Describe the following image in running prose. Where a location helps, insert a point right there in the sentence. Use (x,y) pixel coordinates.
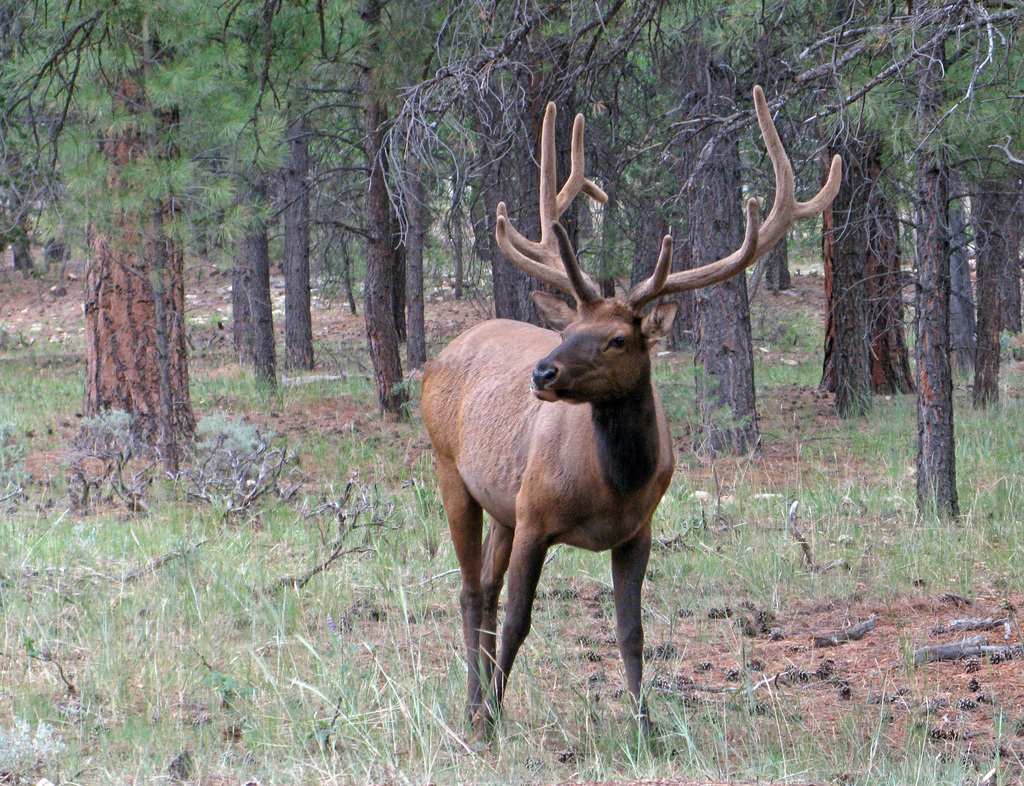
In this image we can see one animal (526,350) on the ground (386,665) in the middle of the image (592,494), some trees (947,503) in the background (985,141), some objects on the ground (989,516), some dried trees (333,556), some stones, some dried sticks (771,678) and some grass (330,649) on the ground (898,655).
